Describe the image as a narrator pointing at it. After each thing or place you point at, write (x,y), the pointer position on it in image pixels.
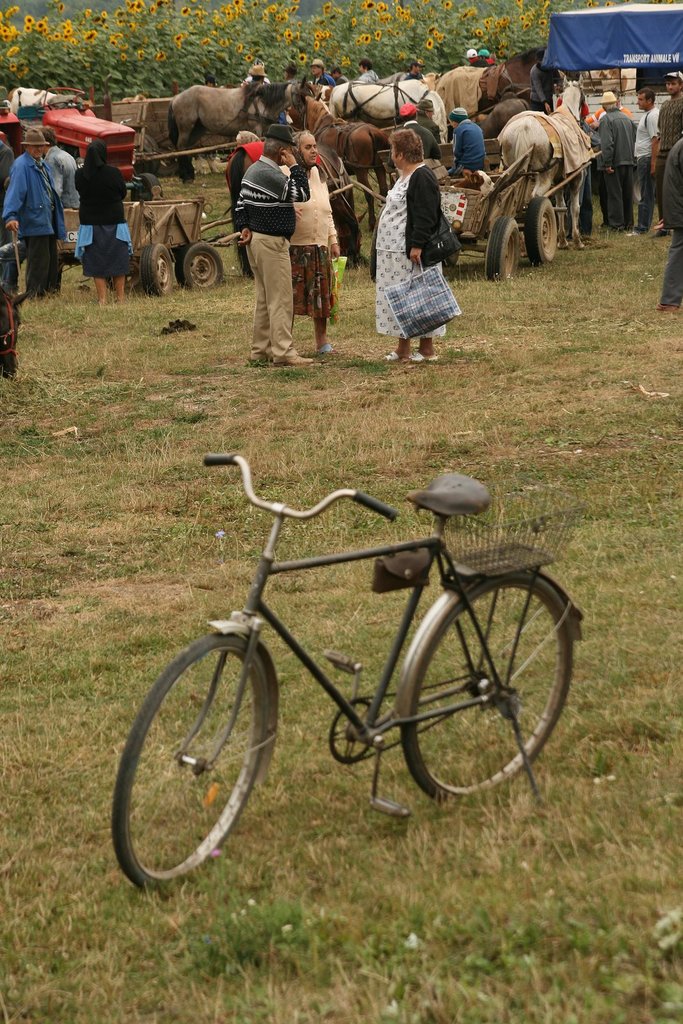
In this image in front there is a cycle (290,621). At the bottom of the image (344,954) there is grass (424,943) on the surface (455,937). In the background of the image (164,102) there are horse carts (463,91). Beside the carts (498,148) there are people (313,160). There are plants (188,51) and flowers (218,22). On the right side of the image (616,45) there is a tent (584,40).
